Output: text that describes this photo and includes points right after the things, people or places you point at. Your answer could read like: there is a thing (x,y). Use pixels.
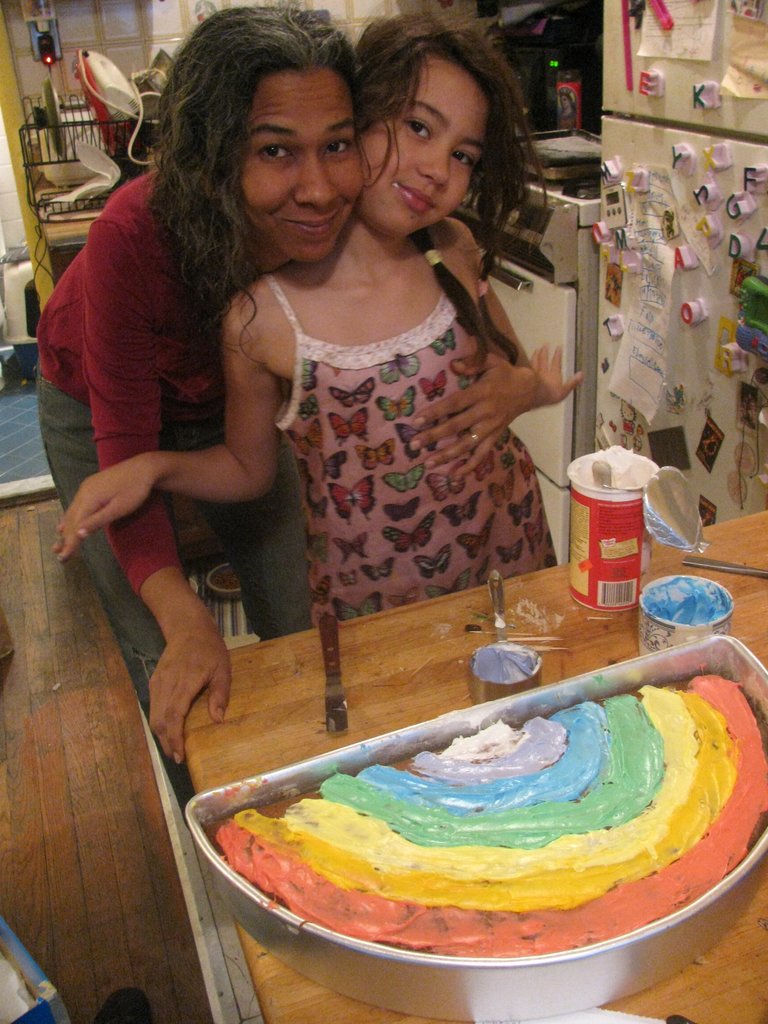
In this picture we can see a colorful cake (693,878) on a dome shaped tray (715,654). There are bottles (620,557) and other objects (653,527) on a wooden table (334,739). We can see a woman (271,103) holding a girl (388,305) and smiling. There are a few stickers (612,263) and papers (659,396) on a refrigerator (616,311). We can see a few things (87,150) in a black basket (136,164). There are some objects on an electronic device (539,305).
